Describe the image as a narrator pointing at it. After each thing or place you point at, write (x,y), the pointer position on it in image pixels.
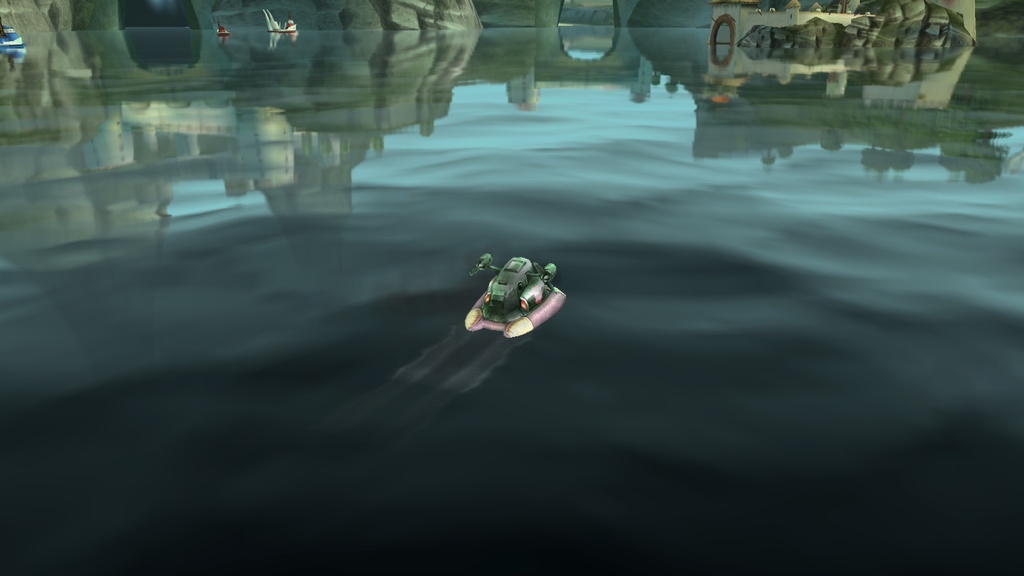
In this image I can see depiction picture where I can see water (575,285) and in it I can see few boats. I can also see depiction of a building (809,12) over there.
